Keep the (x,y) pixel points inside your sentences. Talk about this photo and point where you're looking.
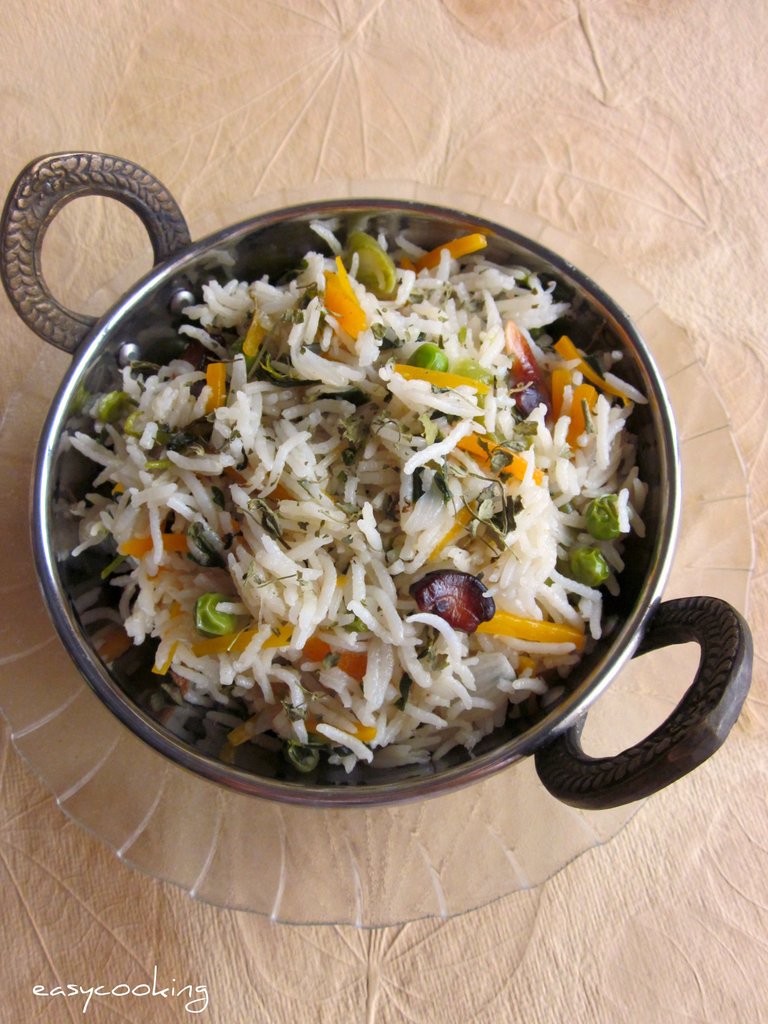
In this picture, we see a pan (654,494) containing fried rice (224,469) is placed in the glass bowl (415,810) and this bowl (42,681) is placed on the table (532,77).
